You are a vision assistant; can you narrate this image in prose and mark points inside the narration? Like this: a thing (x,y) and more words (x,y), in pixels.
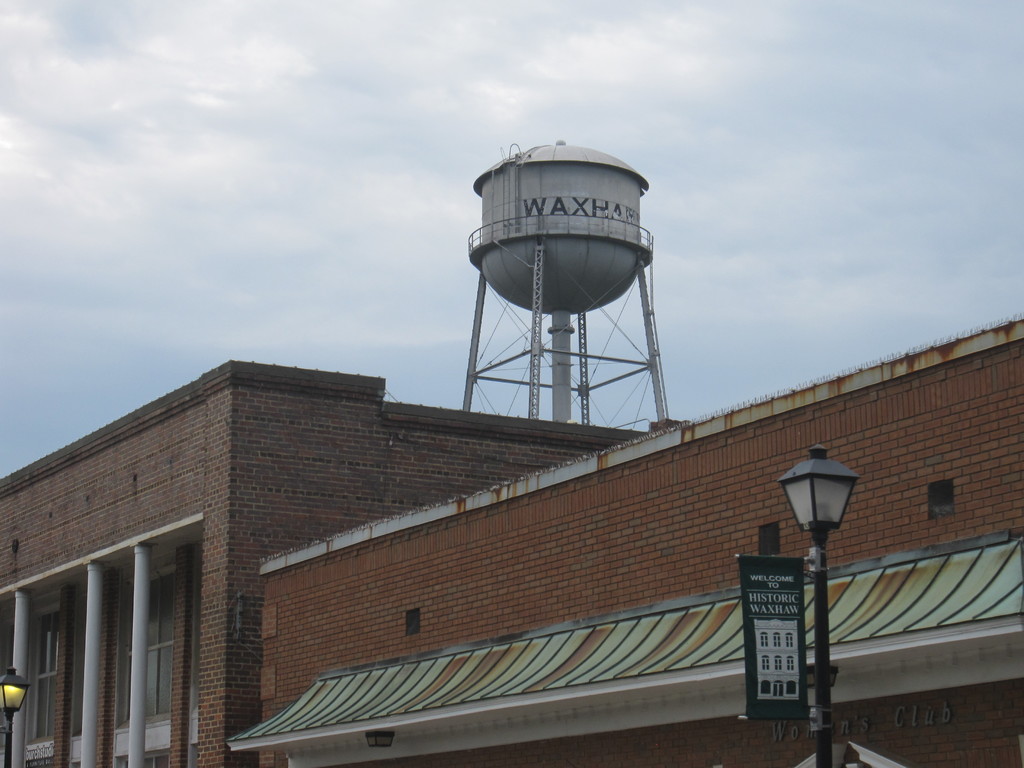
In the picture I can see street lights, a building (79,657) which has pillars (139,637) and a tank (520,271) on it. In the background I can see the sky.
